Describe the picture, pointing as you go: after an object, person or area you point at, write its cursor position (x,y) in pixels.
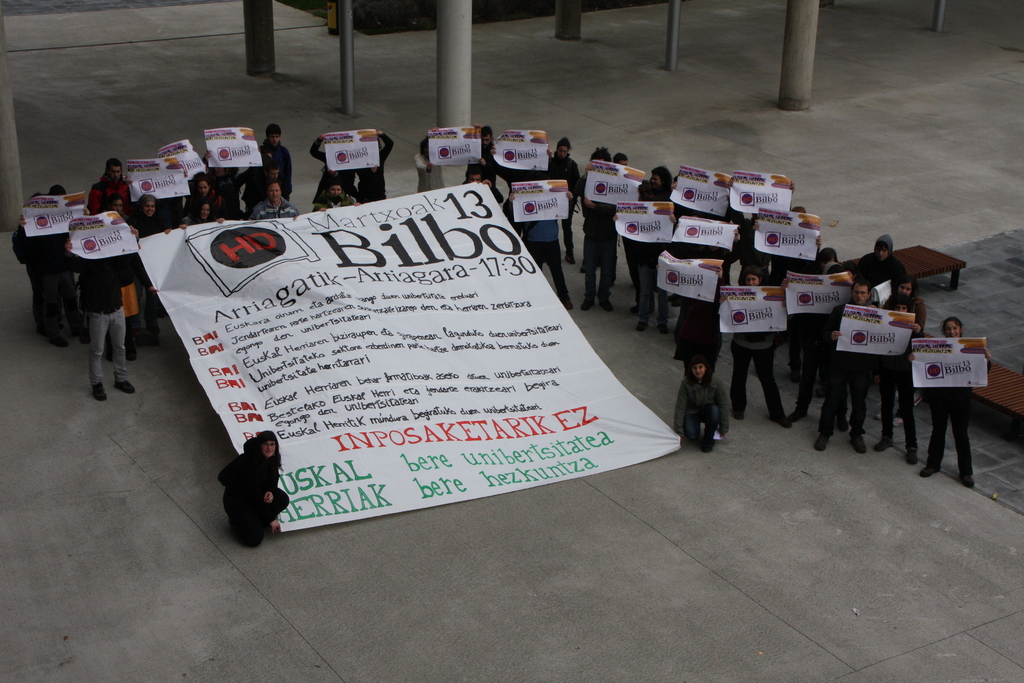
In this image I can see in the middle (517,332) there is a big banner (485,376) and a group of people (123,178) are standing by holding the placards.
